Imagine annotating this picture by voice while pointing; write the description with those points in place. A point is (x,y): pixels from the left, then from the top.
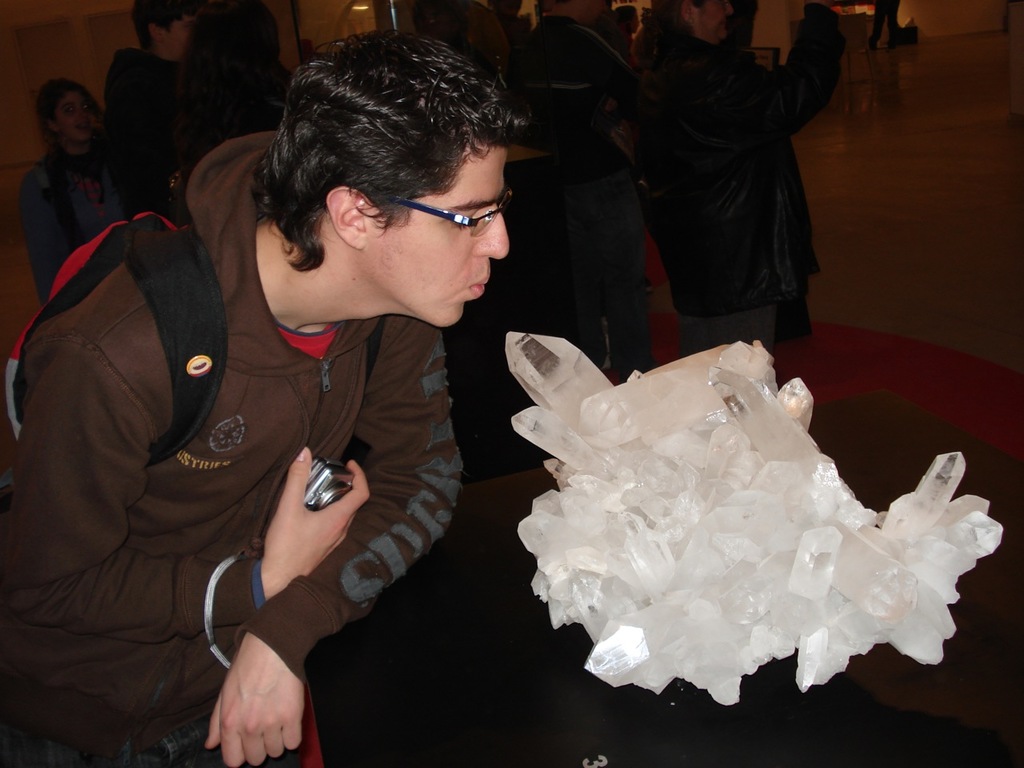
In this image we can see a man (300,537) is standing and carrying a bag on his shoulders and holding a camera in his hand (309,565). There are crystal objects (620,437) on a platform (506,677). In the background (731,194) there are few persons (712,202) standing on the floor (659,270), wall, light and objects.
